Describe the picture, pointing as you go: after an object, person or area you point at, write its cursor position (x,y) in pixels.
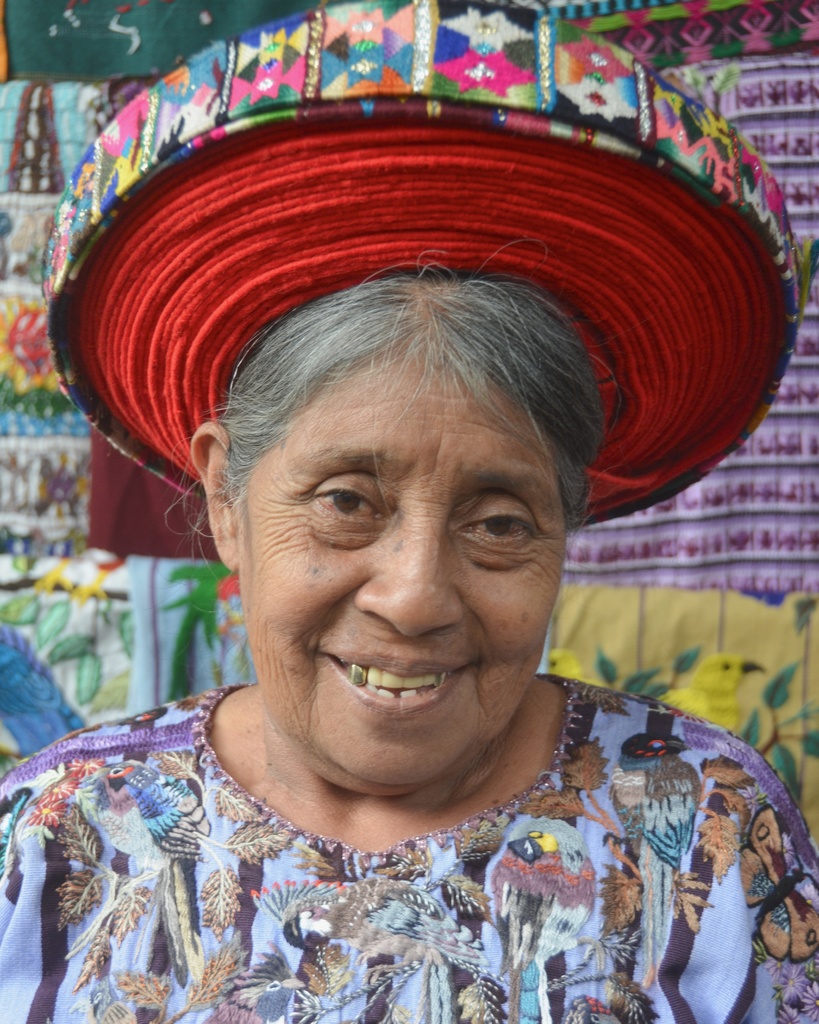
In this image there is a woman (304,849). She is smiling. She is wearing a turban (296,221) on her head (451,693). Behind her there are clothes (81,112).
